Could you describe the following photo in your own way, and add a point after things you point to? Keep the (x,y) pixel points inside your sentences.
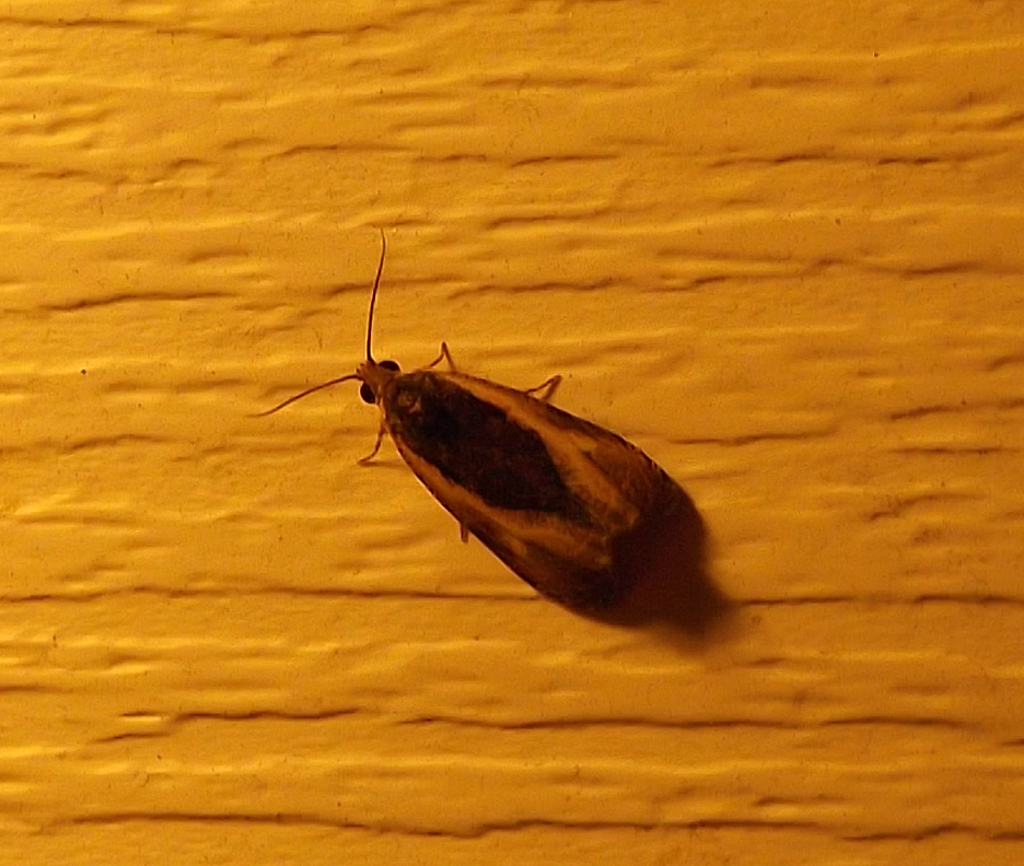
In this image in the center (524,517) there is one moth (500,488), in the background (598,743) there is a wall (364,706).
